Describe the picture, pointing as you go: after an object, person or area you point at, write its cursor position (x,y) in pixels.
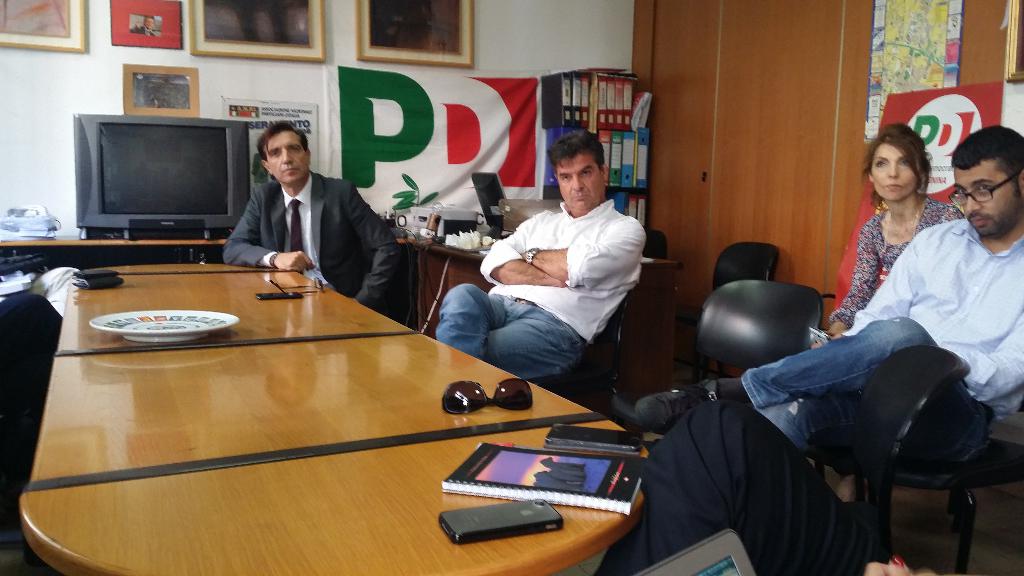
In this image I can see few people (510,355) are sitting on chairs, I can also see he is wearing a specs (981,189). Here on this table (272,402) I can see a wallet (115,282), a plate (182,322), a shades (472,383), few phones (604,444) and a book (546,477). In the background (77,35) I can see few frames (152,32), a banner (459,99) on this wall (535,46). I can also see a television (178,177).
